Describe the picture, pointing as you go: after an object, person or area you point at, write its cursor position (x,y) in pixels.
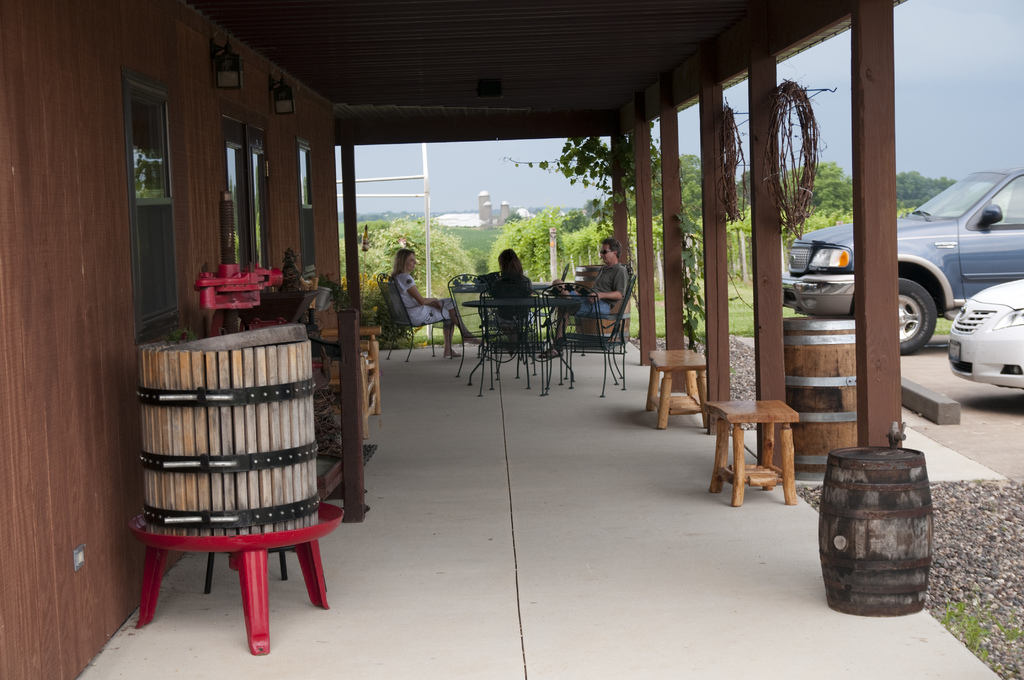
In this image, there are three persons (520,289) sitting on the chairs (400,303). I can see wooden barrels (843,394), stools (735,442), chairs (501,303), few other objects (474,301) and there is a house (143,241) with windows (139,257), wooden poles (352,363) and lamps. On the right side of the image (985,246), I can see the vehicles (980,249), which are parked. In the bottom right corner of the image (958,571), there are stones (1000,591). In the background (506,238), I can see trees (536,251), fence (555,251), towers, a shed (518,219) and the sky (503,189).
